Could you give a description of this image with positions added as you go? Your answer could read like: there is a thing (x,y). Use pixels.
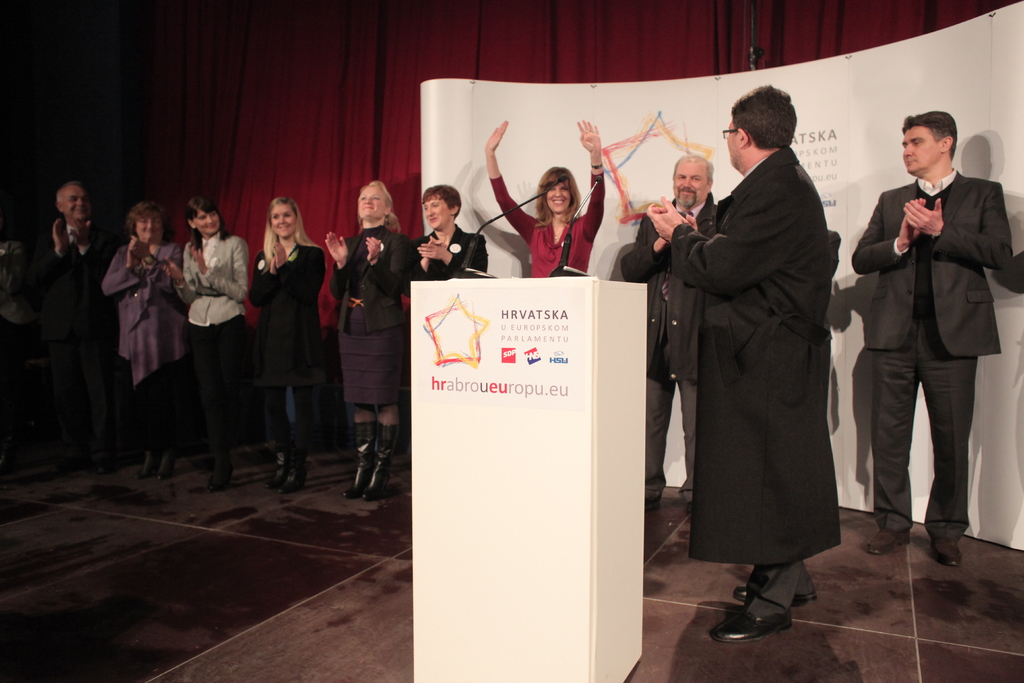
In this image we can see a few people (397,298) standing. And we can see the wooden stand (487,303) and microphone (477,244). And we can see the banner/poster (871,90). And in the background (355,104), we can see the curtain (611,80).
